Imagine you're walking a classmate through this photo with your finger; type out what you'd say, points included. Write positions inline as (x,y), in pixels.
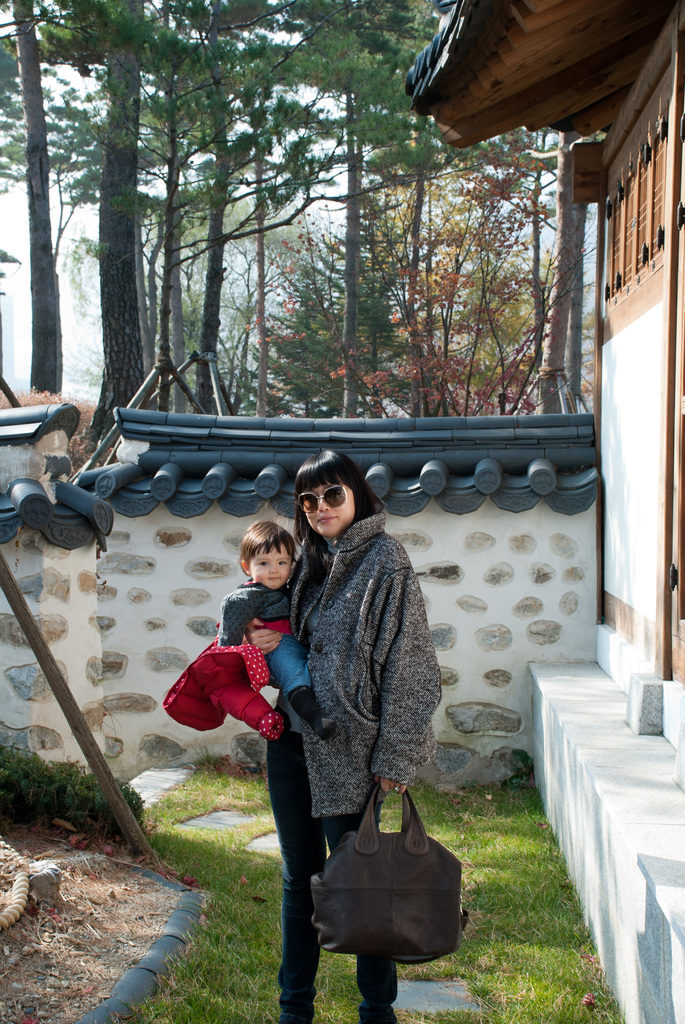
In this image, in the middle (378,560) there is a woman (368,724) she is standing and she is holding a bag (381,899) which is in black color, she is holding a kid (228,613) in her right hand (251,638), in the right side (614,876) there is a white color wall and there are some brown color doors (623,263), in the background (461,551) there is a white color wall (513,547) and there are some green color trees (212,123).
